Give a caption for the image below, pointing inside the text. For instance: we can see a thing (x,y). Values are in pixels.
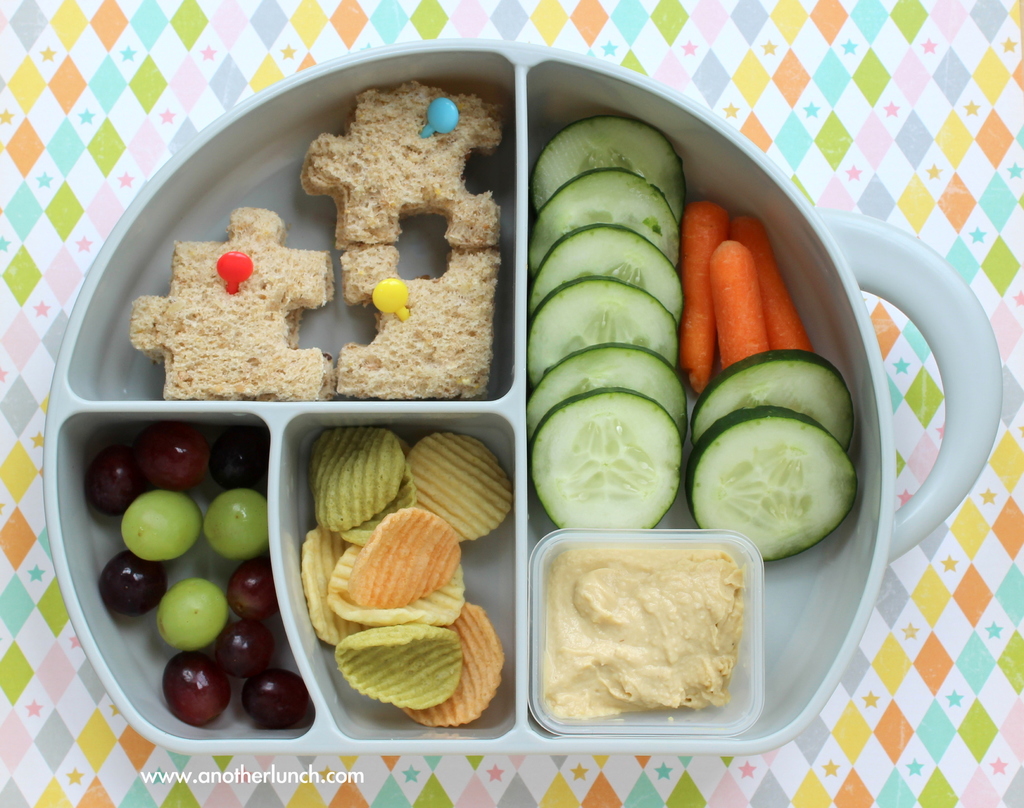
In this image I can see the food items (620,342) in the plate (854,533). The plate (186,180) is on the colorful surface (98,165). I can see the plastic box (618,645) and the food (617,587) in it and the box (746,638) is in the plate (796,582).
